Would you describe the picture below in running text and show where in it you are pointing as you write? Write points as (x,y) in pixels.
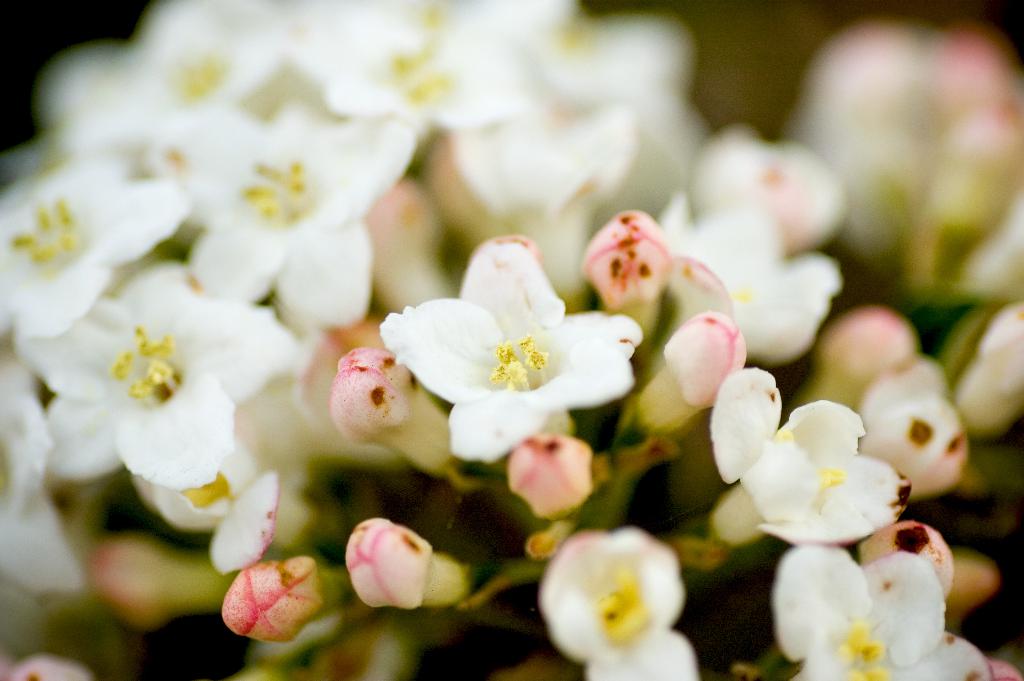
In this image we can see white flowers (237,361). Background (676,163) it is blur.
